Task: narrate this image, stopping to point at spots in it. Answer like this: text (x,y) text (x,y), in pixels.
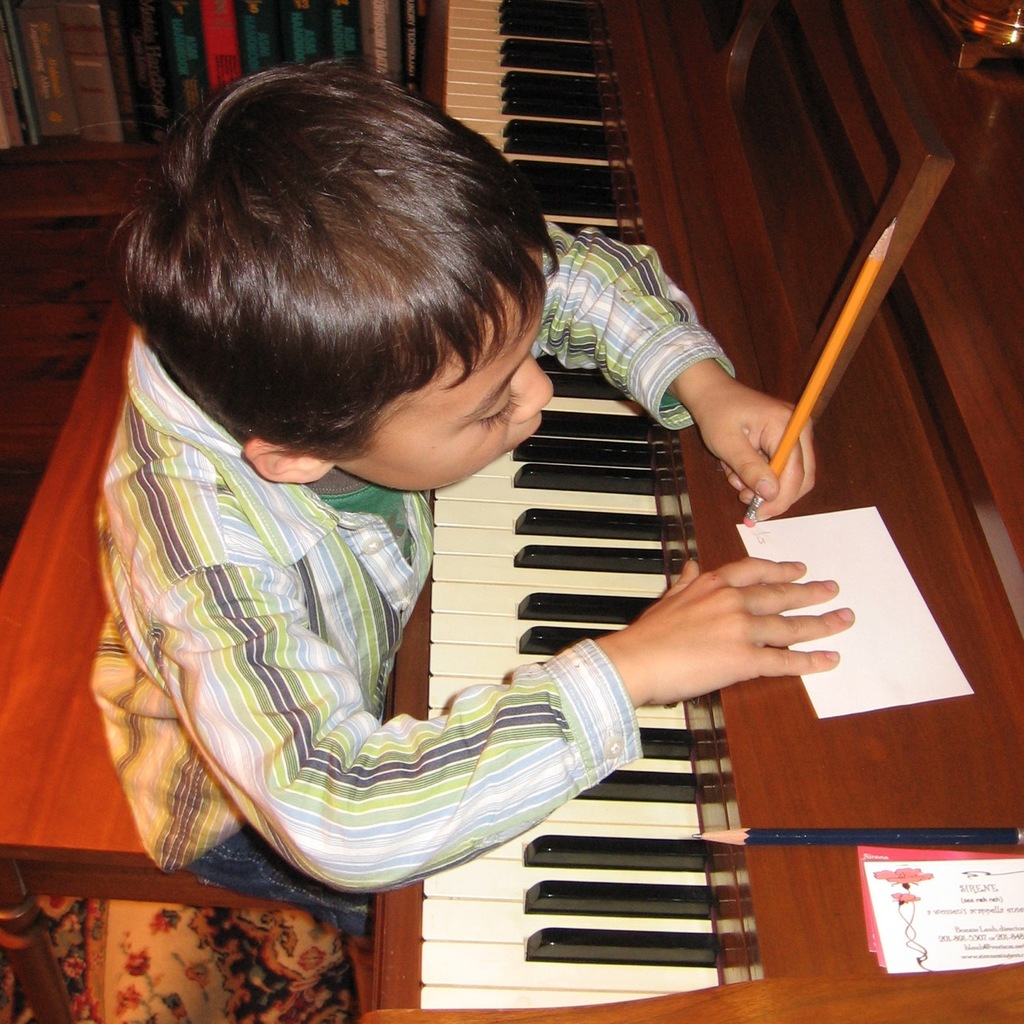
In this image I can see a boy (544,353) and he is holding a pencil (820,375). Here I can see a musical instrument (536,626).
